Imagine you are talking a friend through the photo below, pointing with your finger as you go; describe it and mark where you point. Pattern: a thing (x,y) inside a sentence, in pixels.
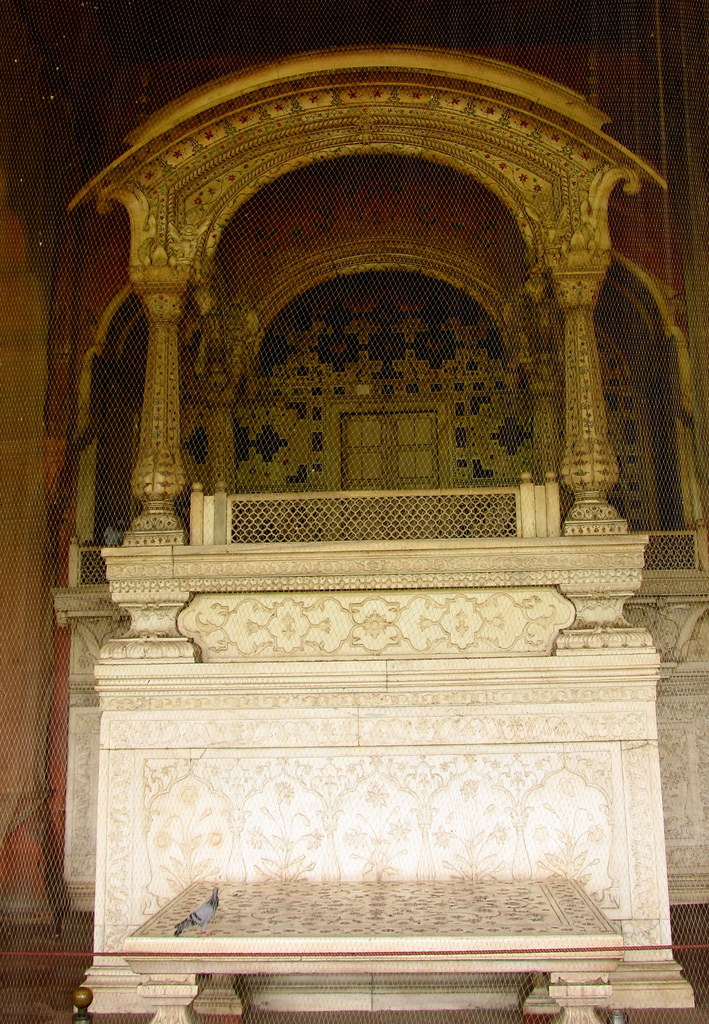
In this image we can see some architecture (442,556) which is in the shape of chair (221,702) and there is a pigeon (206,916) on it.
